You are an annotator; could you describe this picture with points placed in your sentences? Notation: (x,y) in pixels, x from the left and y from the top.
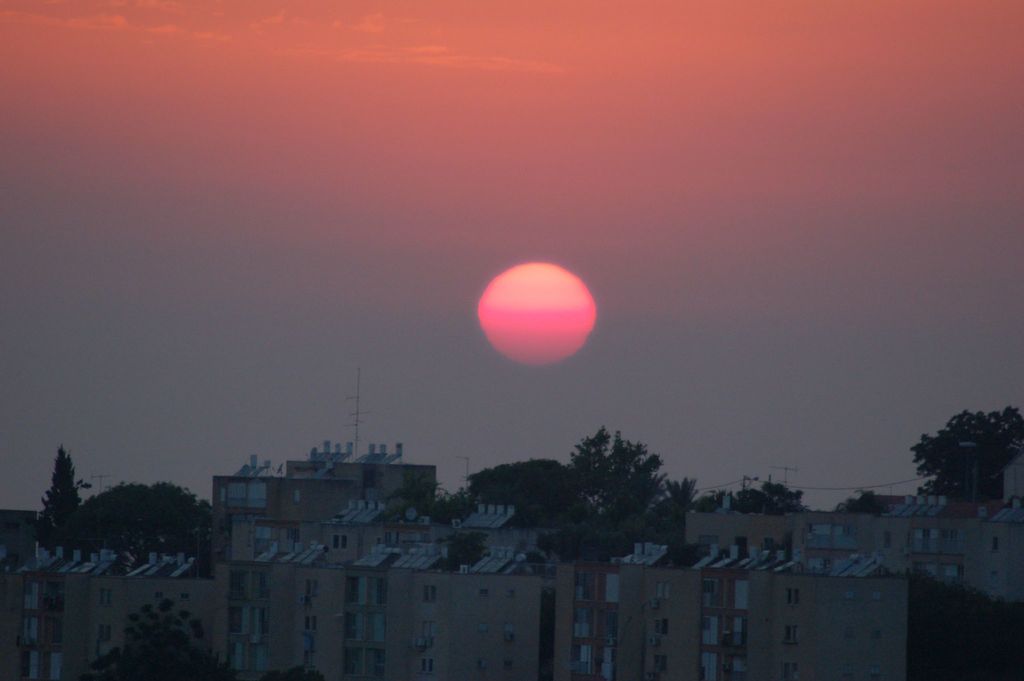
Here we can see buildings (892,578) and trees (407,502). To these buildings (411,535) there are windows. Far there is a sunset (502,293).
